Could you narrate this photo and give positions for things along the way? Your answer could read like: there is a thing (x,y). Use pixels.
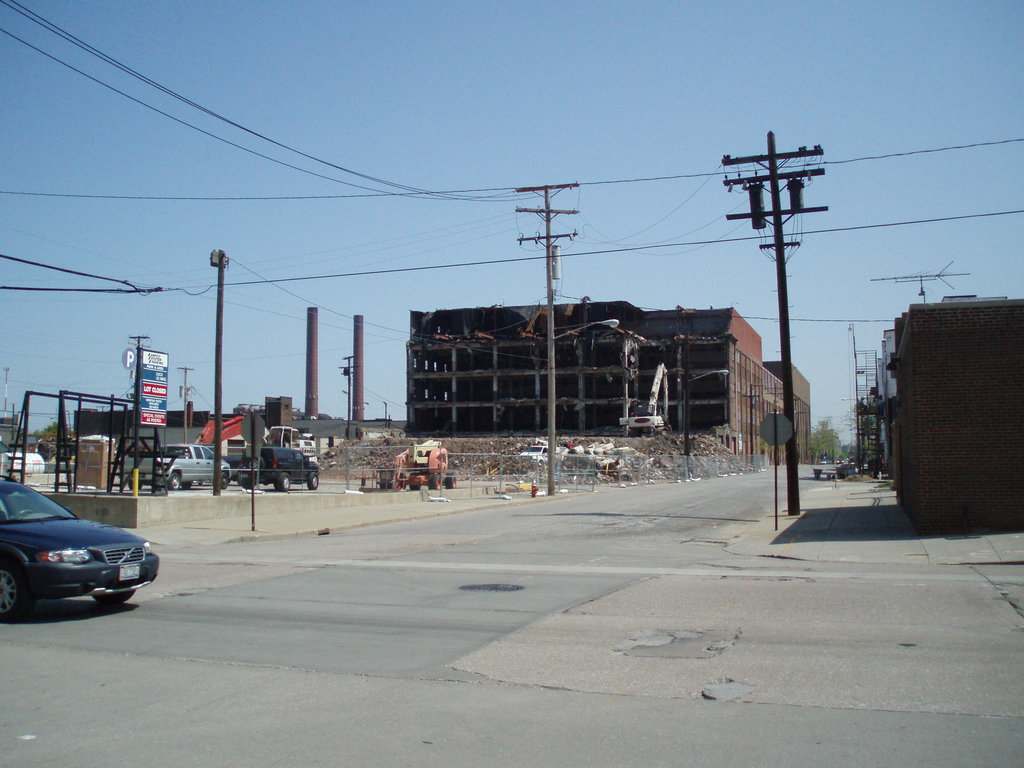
In the picture I can see vehicles (15,591) on the left side of the image (9,616), we can see boards (144,365), current poles (796,457), wires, buildings (659,339), trees (815,455) and the blue color sky (407,305) in the background (127,313).
